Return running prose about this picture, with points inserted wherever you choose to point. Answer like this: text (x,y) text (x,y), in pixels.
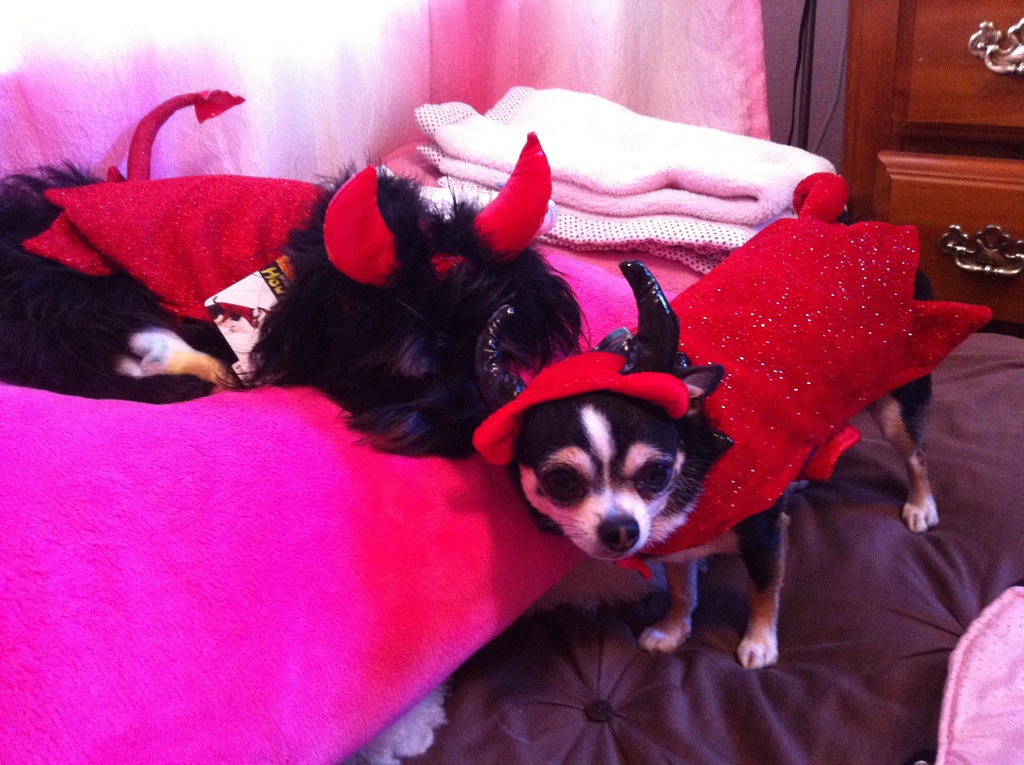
In this image we can see dogs (69,380) wearing dresses (777,380). In the background (902,152) we can see quilts (158,574), cupboard (855,71) and cables (810,77).
